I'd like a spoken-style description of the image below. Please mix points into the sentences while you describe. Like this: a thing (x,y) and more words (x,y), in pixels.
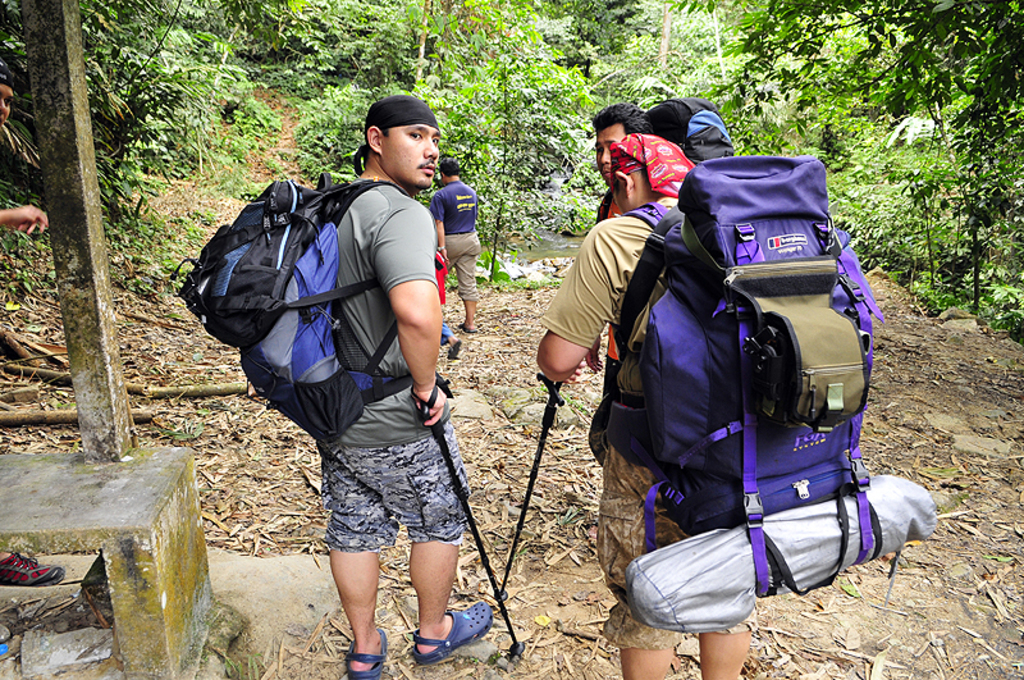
In this picture there is a man (378,291) who is wearing a grey shirt (383,295) is holding a stick (466,491) in his hand (439,415). He is also wearing a bag (253,295). There is also another man (617,280) who is wearing a cream shirt (590,294) is also holding a stick (538,458). At the background (460,188) there are group of people (618,122). There is a tree (428,43) at the background (371,32).
